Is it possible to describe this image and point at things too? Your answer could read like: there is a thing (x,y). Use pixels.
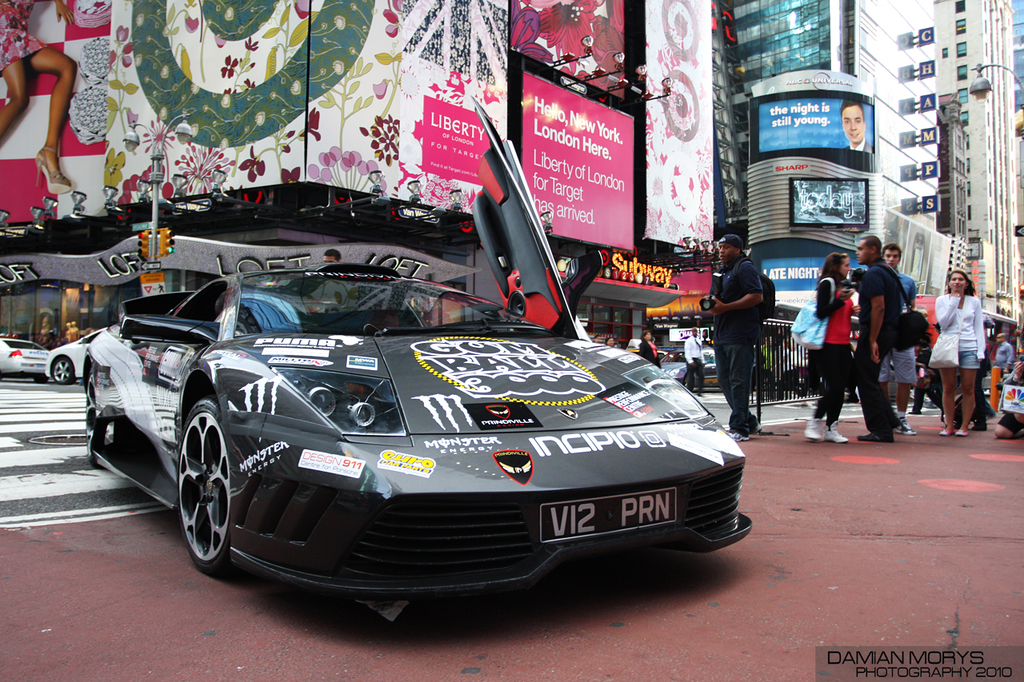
In this picture we can see some vehicles (252,493) are on the road (61,472), few people (831,407) are on the road (917,440), behind we can see so many buildings (877,189) on which we can see some banners (471,195).
